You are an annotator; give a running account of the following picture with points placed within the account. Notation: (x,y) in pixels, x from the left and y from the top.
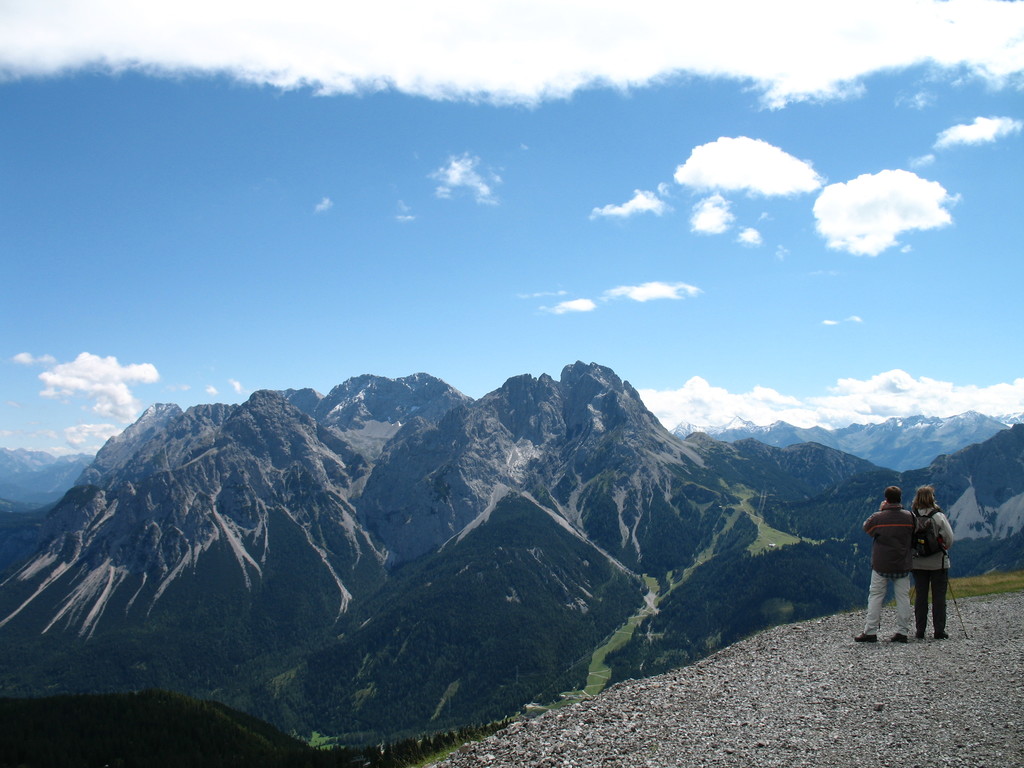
In the background (805,285) we can see the clouds (912,205) in the sky (587,170), hills (3,556) and the thicket (571,624). On the right side of the picture (945,588) we can see the people (879,564). We can see a person (926,562) wearing a backpack (937,541), holding a stick (957,606) and standing. We can see the ground (799,710).
